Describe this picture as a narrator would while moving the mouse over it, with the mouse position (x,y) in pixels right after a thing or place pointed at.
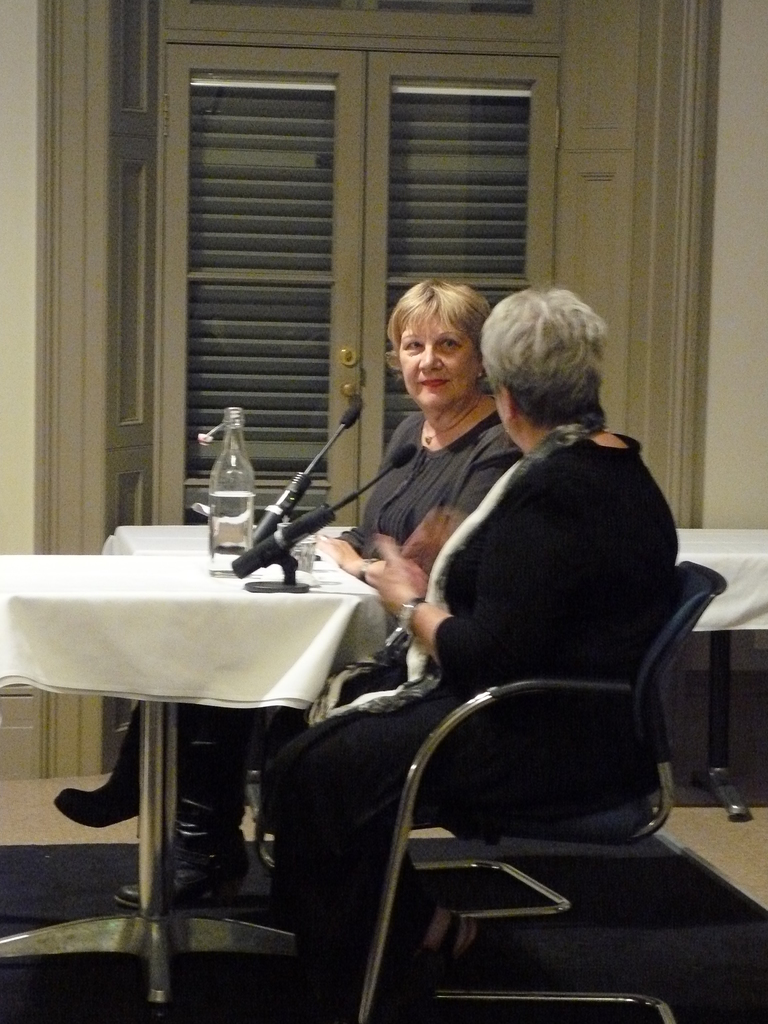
In this image i can see two persons (520,525) sitting on a chair (656,671), there is a micro phone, a bottle (245,487) on a table (194,598). At the background (199,350) there is a door (206,310).
